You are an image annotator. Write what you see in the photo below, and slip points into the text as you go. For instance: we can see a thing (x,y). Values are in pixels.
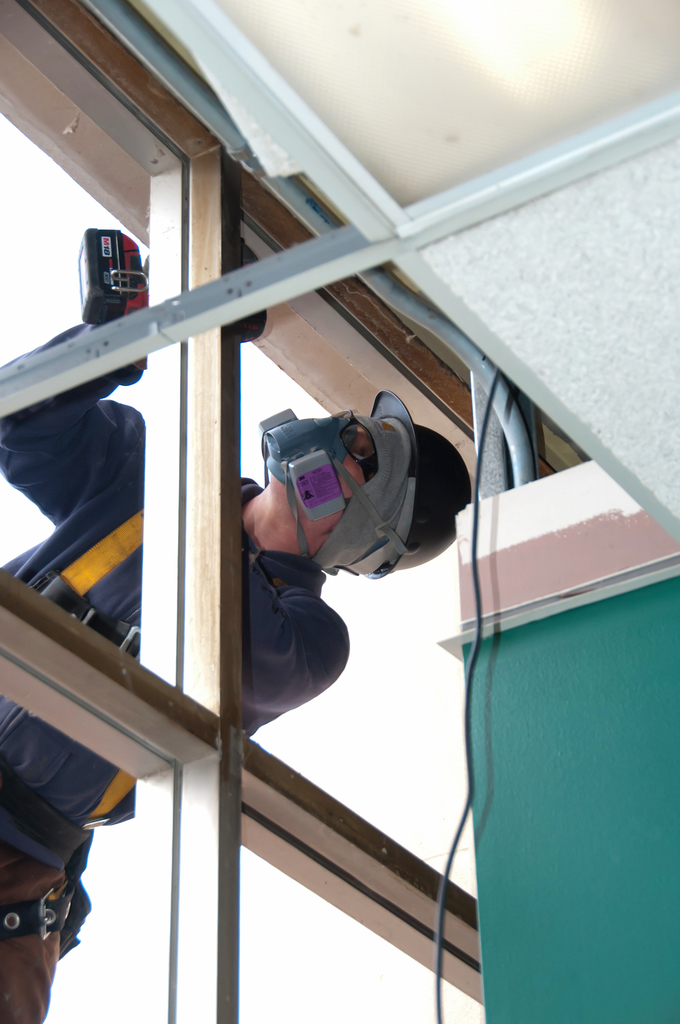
This is the picture of a room (447,779). In this image there is a person (69,940) with helmet (417,447) is standing beside the window (228,511). At the top (475,94) there is a pipe (459,329) and wire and light (478,85).
